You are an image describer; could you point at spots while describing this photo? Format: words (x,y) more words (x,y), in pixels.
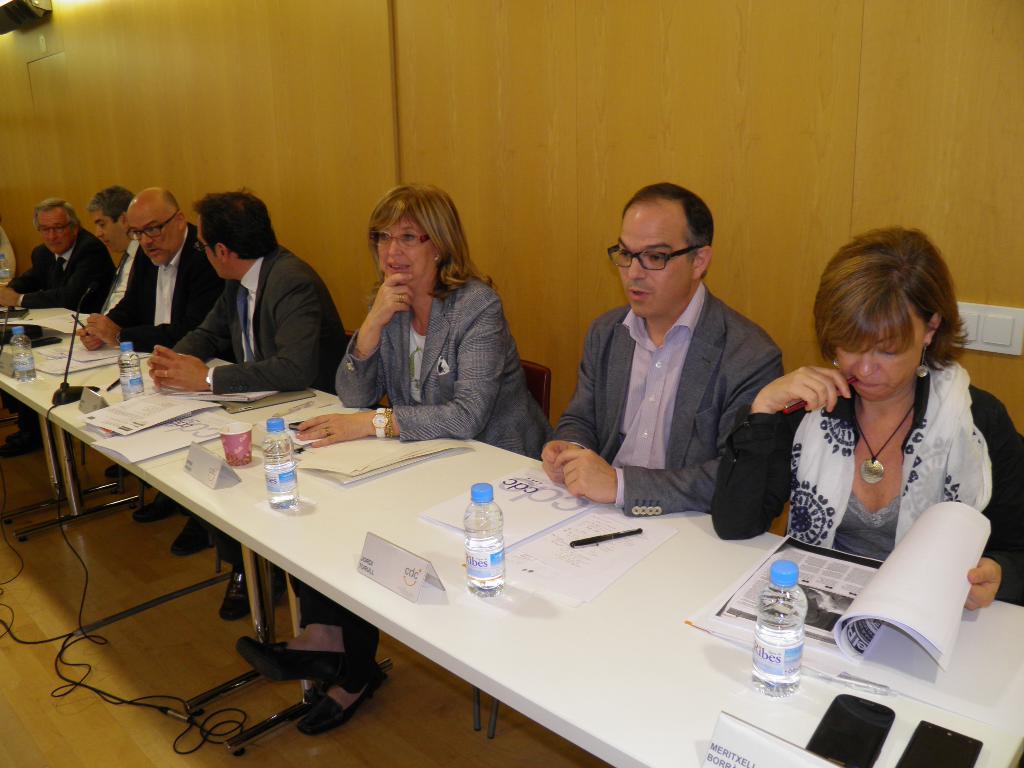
In this image we can see a group of people (503,337) sitting on the chairs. In that a woman (798,460) is holding some papers (884,596) and a pen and a man (160,330) is holding a pen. We can also see a table (426,534) placed in front of them containing some bottles (274,454), papers (305,457), pens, mic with stand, cups (245,438), pens (636,530) and mobile phones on it. We can also see a ceiling light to a wall (105,51) and some wires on the floor (144,661).
